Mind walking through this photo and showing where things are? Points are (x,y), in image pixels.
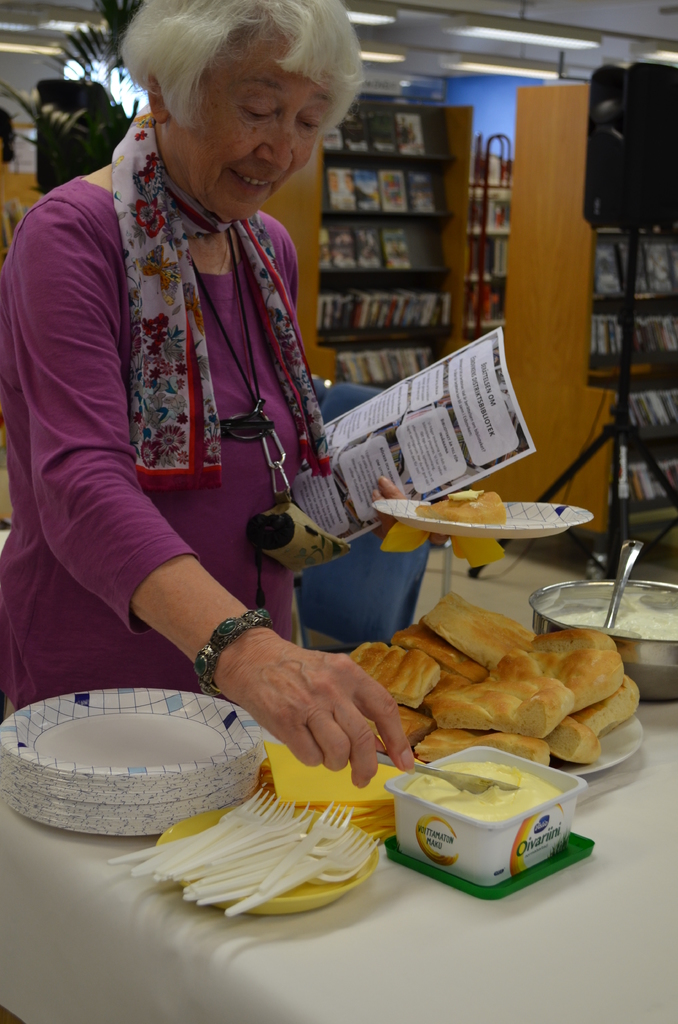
In this image we can see a lady (216,438) and she is holding few objects (377,412). There is a house plant (111,55) in the image. There is a loudspeaker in the image. There are many books (650,288) placed on the racks (563,210). There are many lamps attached to the roof (438,45).
